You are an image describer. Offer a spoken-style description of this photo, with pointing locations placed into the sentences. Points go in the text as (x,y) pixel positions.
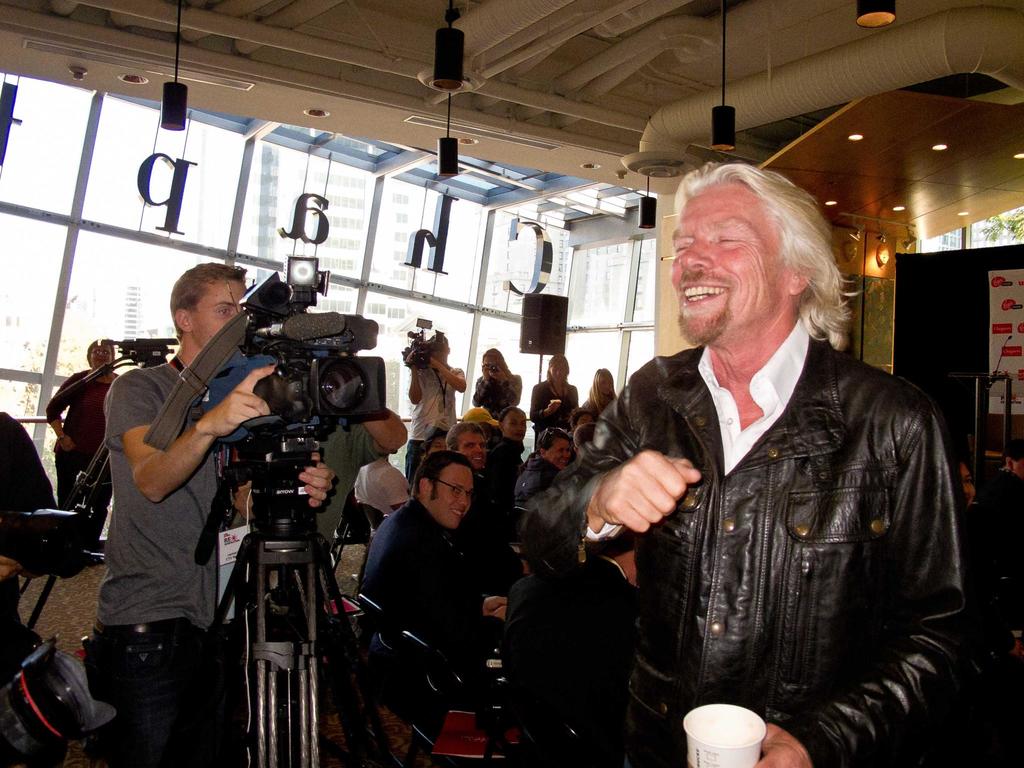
In this image, we can see a group of people (584,500). Few are sitting and smiling. On the right side of the image (782,492), we can see a person (763,565) is holding an object (717,706) and smiling. Background and left side of the image (236,495), we can see few people (350,436) are holding cameras (284,363). Here we can see glass object (431,290), few things (530,317), banner (1018,376) and lights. Top of the image (696,132), we can see pipes (692,117) and some objects (460,77).
